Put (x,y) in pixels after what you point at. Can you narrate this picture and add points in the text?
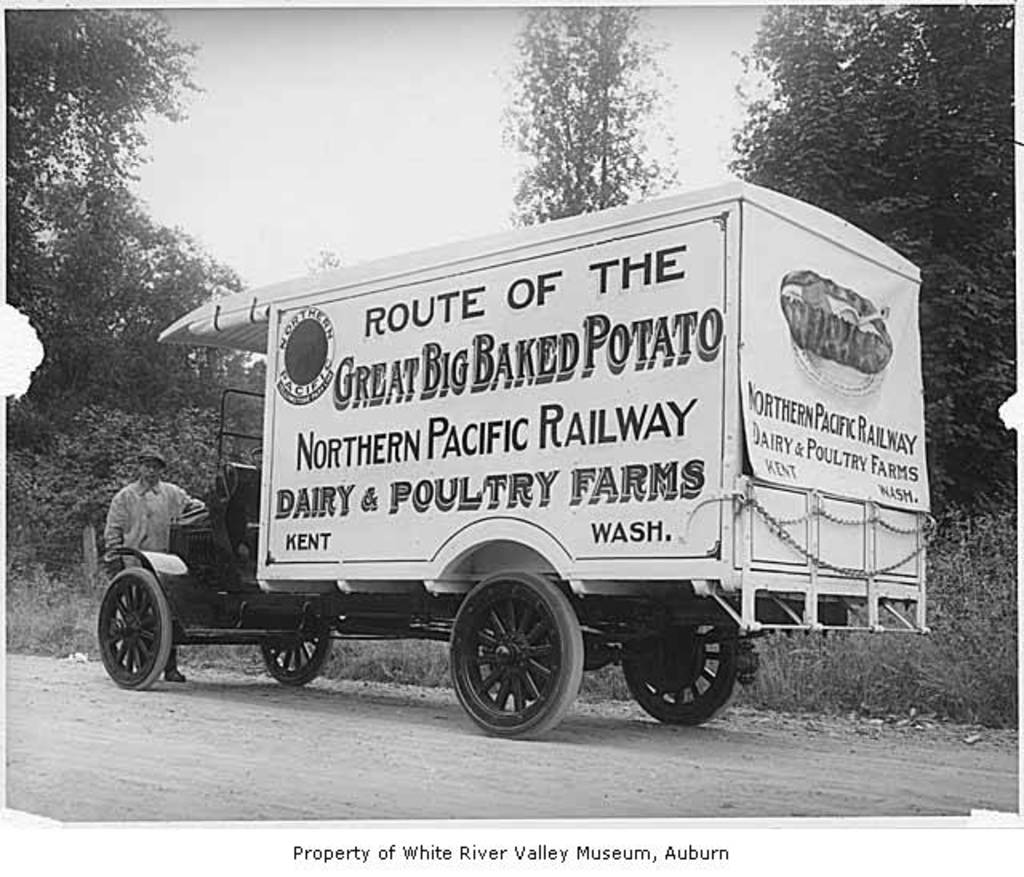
In the foreground of this black and white image, there is a vehicle (529,572) on the road (191,706) and a man (144,521) standing in front of it. In the background (183,274), there are trees (901,82) and the sky (442,69).
